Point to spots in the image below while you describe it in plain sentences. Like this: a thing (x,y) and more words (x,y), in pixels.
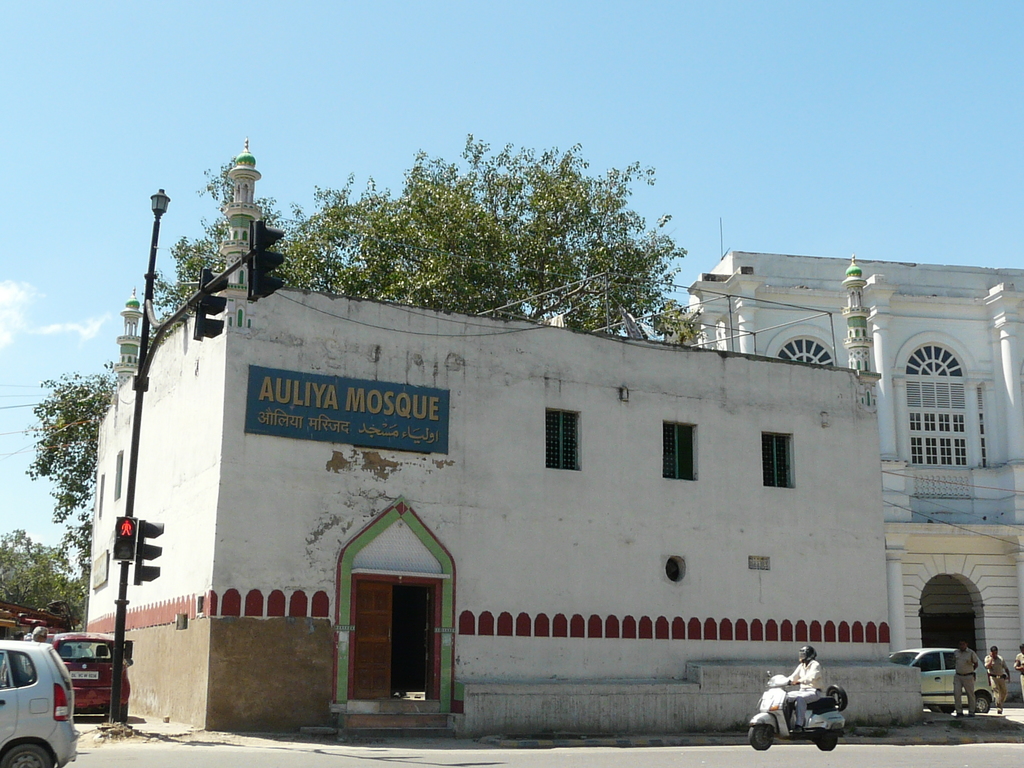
This picture is clicked outside the city. The man (818,681) in a white shirt (811,688) who is wearing a helmet (812,652) is riding the scooter (810,724). Beside him, we see a mosque (377,501). On the left side (40,704), we see vehicles (84,704) parked on the road (87,720). We even see traffic signals (120,618) and street lights (118,695). On the right side (950,656), we see a car (931,668) parked on the road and the police officers (971,656) are walking on the road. Behind them, we see a building (965,463) in white color. There are trees (349,280) in the background (188,261). At the top of the picture (605,155), we see the sky (696,151).
